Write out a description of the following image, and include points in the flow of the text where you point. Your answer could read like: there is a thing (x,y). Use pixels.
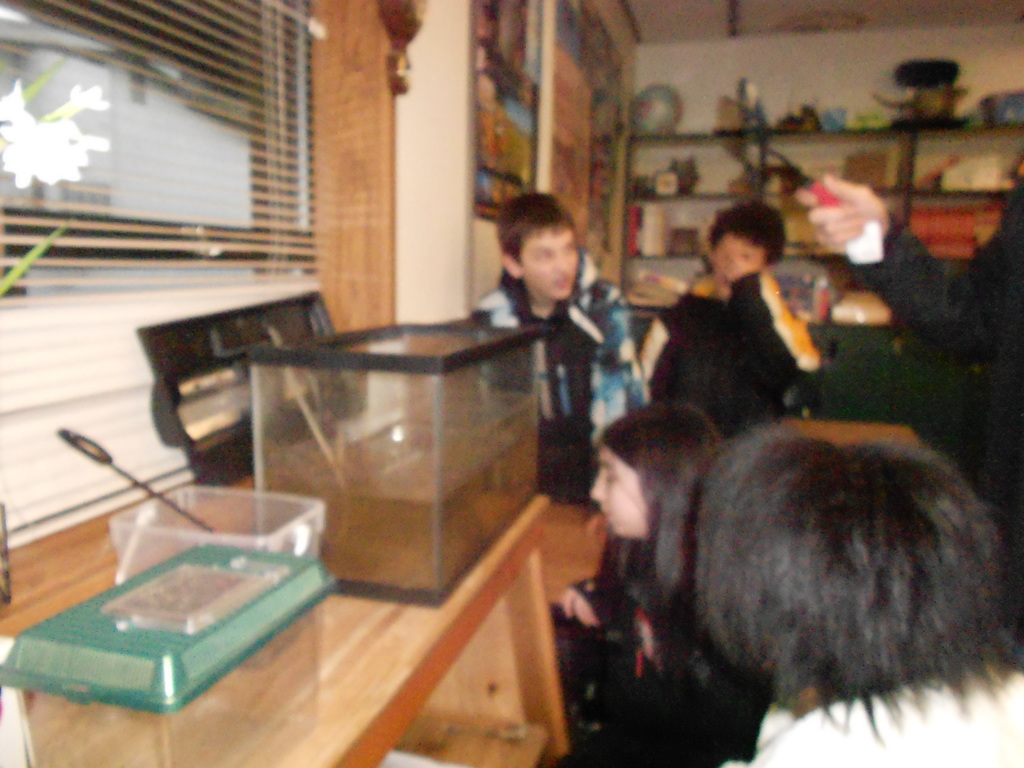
In this image I can see the group of people (694,440) sitting in-front of the table (311,695). These people (765,509) are wearing the different color dresses (710,670). There are glass boxes (304,510) on the table (377,666). I can also see the window blind (150,130). In the background (545,104) I can see the rack (803,168) with many objects (760,179) and the boards (535,35) to the wall (664,61).
